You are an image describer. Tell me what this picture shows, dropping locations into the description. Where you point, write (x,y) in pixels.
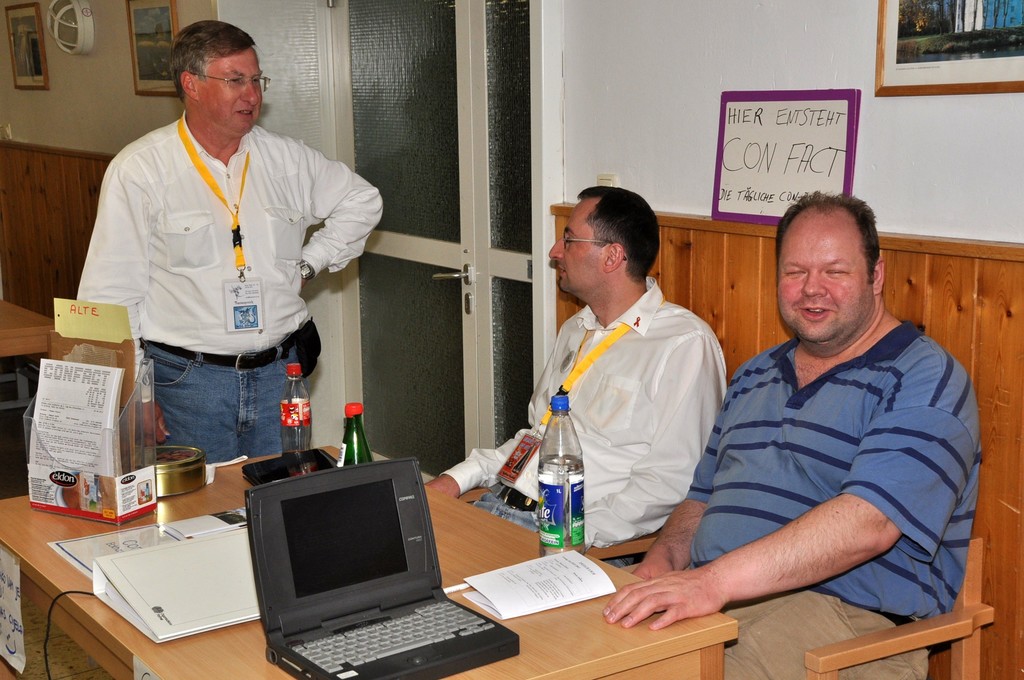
In this image there is a table (681,626), on that table (723,632) there is a laptop (319,604), paper (470,598), bottles (286,447), beside the table (504,541) there are two persons (695,510) sitting on chairs (640,543) and a man (234,432) is standing, in the background (129,63) there is a wall (920,253), for that wall (997,119) there is a door (480,280) and photo frames (900,77) and there is a board (720,165), on that board (828,122) there is some text (759,136).
